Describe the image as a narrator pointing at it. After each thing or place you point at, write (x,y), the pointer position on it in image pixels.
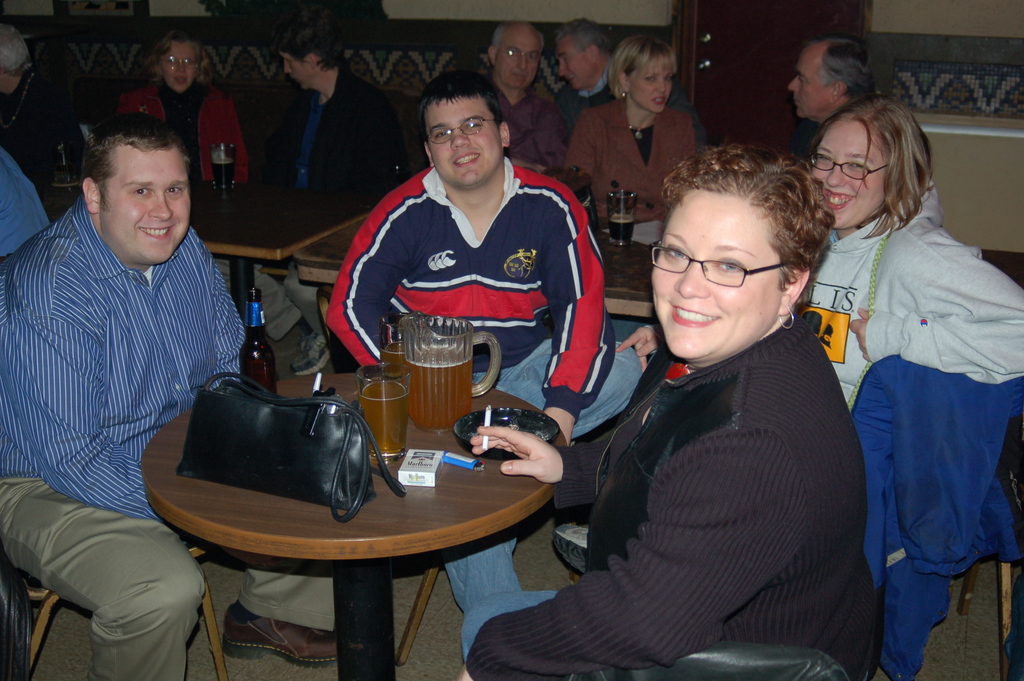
In this image, we can see few peoples (144,494) are sat on the chair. We can see here wooden table (244,522). On top of the table (275,518), we can see a black color bag (254,440), bottle (263,367) and glass (387,409) with liquid (387,436), jug (437,403) and an ashtray (462,421). And the right side of the image (726,426), the woman (655,438) holding a cigarette (485,441). And there is a box (441,468) and lighter (465,461) on the table (447,482). And the right side of the image (945,308), a woman (896,257) wearing a glasses (864,174). And here we can see a door (729,91) with holder (705,68).
